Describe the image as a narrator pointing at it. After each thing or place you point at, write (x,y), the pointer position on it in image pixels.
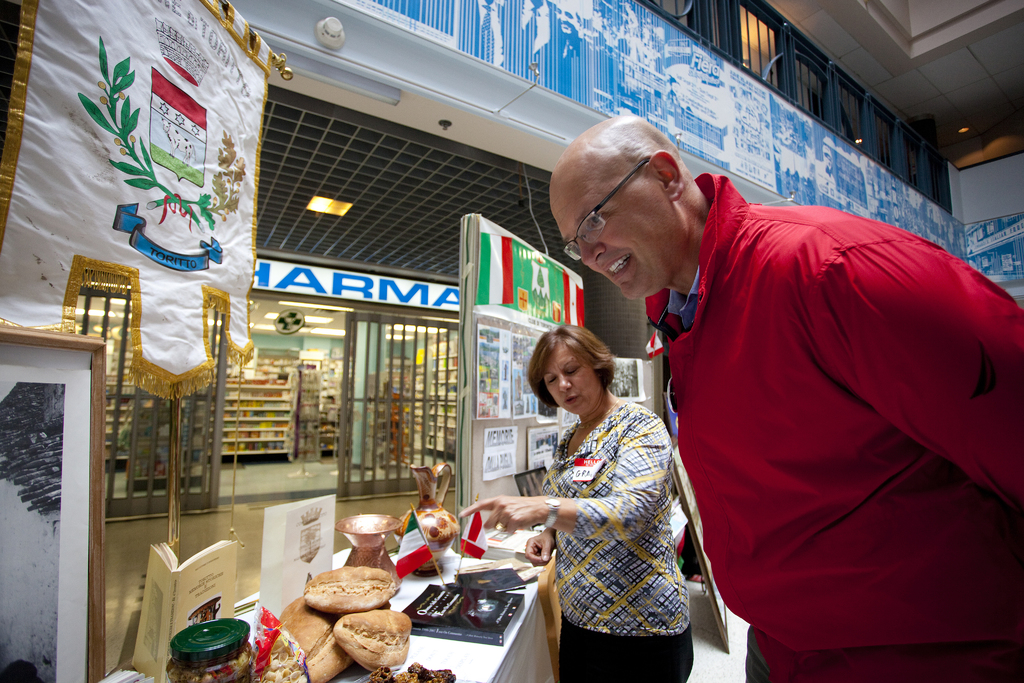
On the right side (775,400) there is a man (734,426) and a woman (640,565) are standing facing towards the left side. In front of these people (665,496) there is a table (502,658) which is covered with a cloth (519,656). On the table (378,658), I can see few books (463,638), jar (182,648), food items (328,645), flags (422,554) and some other objects (388,557). On the left side (43,458) there is a frame (54,559), at the top of it there is a flag (136,170). In the background (302,360) there is a stall (271,391). Inside the stall (288,424) many objects (277,429) are arranged in the racks (318,390) and there is a board (350,285) on which I can see some text (347,289). At the back of this woman (592,586) there is a board (492,323) on which few posters (497,409) are attached. At the top of the image (763,95) there is a railing (794,65) and wall (995,202).
